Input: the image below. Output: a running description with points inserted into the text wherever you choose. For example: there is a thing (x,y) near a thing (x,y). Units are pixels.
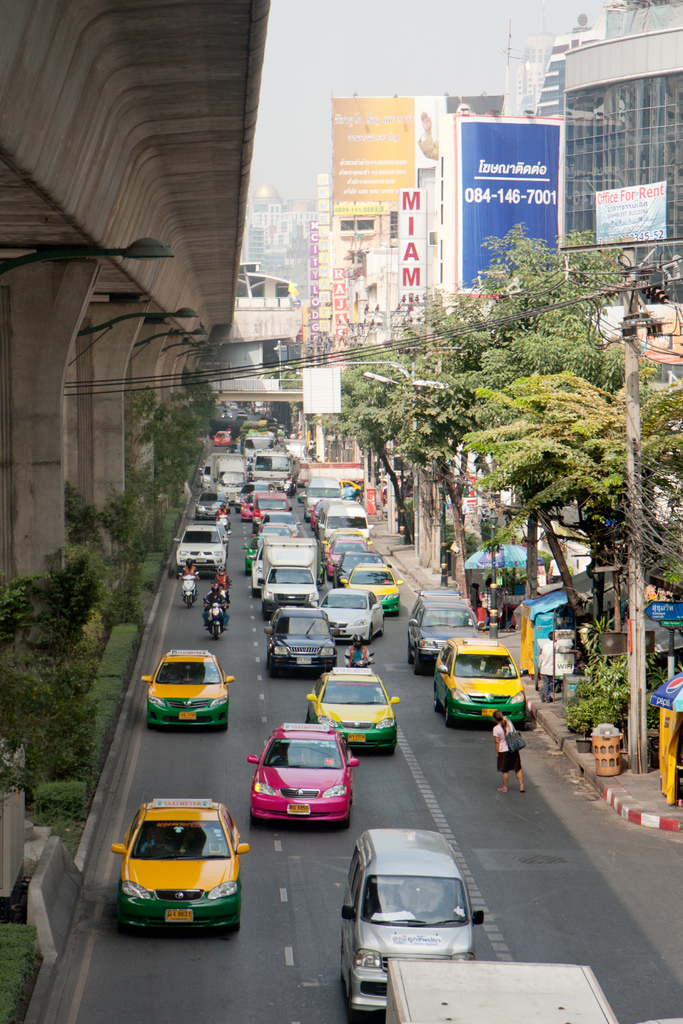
In this picture we can see few vehicles (384,726) on the road (443,792), beside to the road (406,740) we can find trees (483,450), hoardings (424,156), buildings (339,457), poles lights (145,242) and pillars (70,451), in the right side of the image (500,765) we can see a woman (502,721) on the road (531,717).
